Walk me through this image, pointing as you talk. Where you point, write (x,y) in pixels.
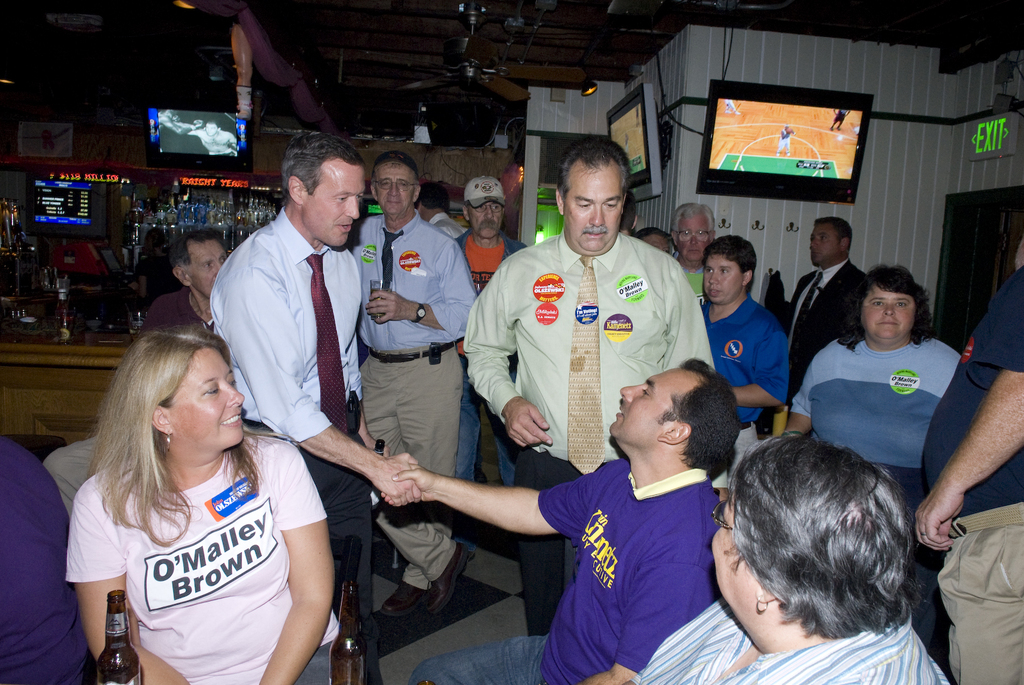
In this picture, we see three people (213,540) are sitting. At the bottom of the picture (105,667), we see two glass bottles (121,666). The man (289,402) in the white shirt (297,302) is shaking his hand (389,488) with the man (562,518) who is wearing the purple T-shirt (588,590). Both of them are talking to each other. Behind them, we see many people (546,284) are standing. On the left side (41,366), we see a table (92,337) on which some items (68,340) are placed. In the background (89,226), we see a television screen (159,136) which is displaying something. On the right side (980,145), we see an exit board (982,129) and beside that, we see a white wall (729,197) on which televisions (652,104) are placed.
